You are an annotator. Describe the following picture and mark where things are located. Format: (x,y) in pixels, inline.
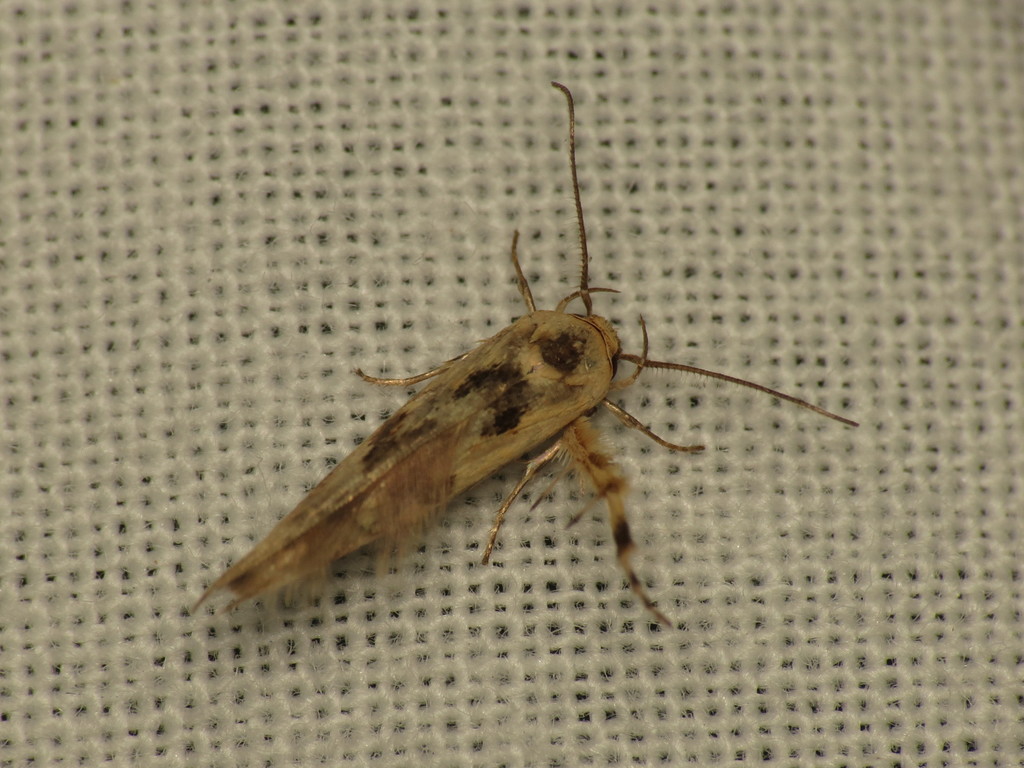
In this picture we can see an insect (339,504) on an object (403,696).
